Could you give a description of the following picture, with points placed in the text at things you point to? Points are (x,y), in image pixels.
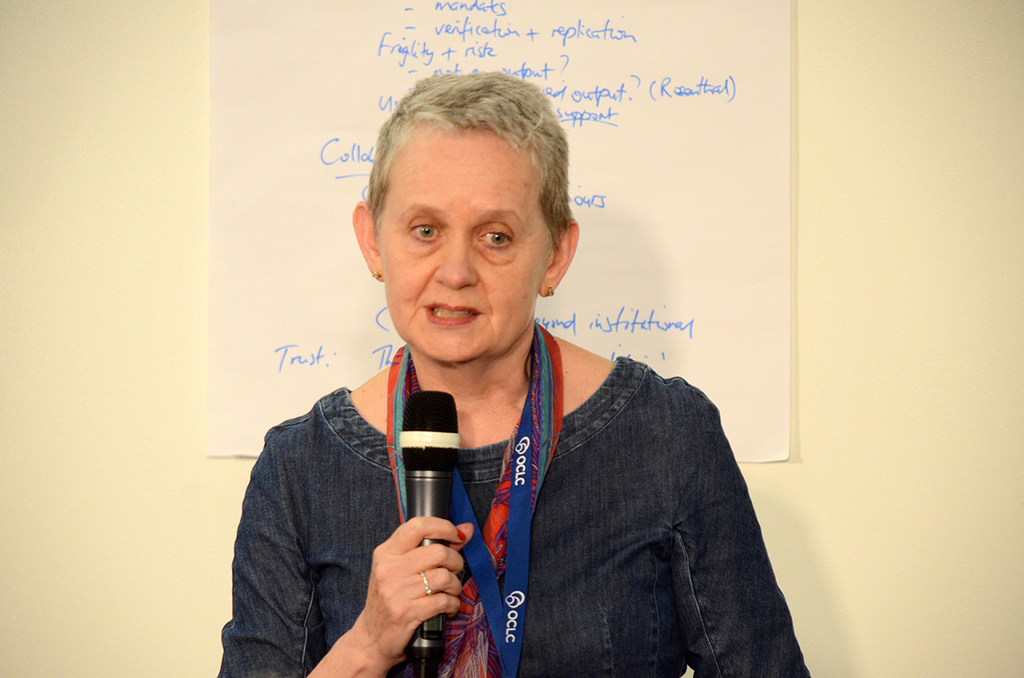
In this image we can see a woman (468,588) is holding a mic (421,503) in her hand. In the background (327,285) we can see some texts (413,49) written on a paper (327,101) which is on the wall (22,133).
